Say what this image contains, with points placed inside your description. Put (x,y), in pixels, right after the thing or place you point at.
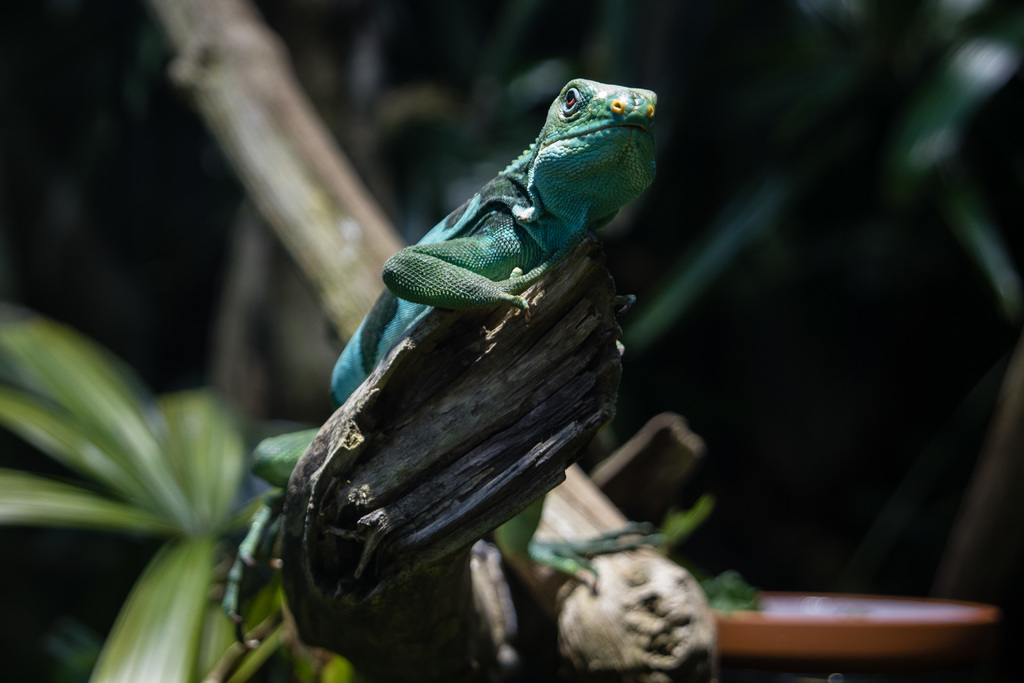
In the center of the image (507,300), we can see a garden lizard (505,264) on the branch (454,469) and in the background (172,477), there are leaves (182,500) and we can see a flower pot (759,607).
